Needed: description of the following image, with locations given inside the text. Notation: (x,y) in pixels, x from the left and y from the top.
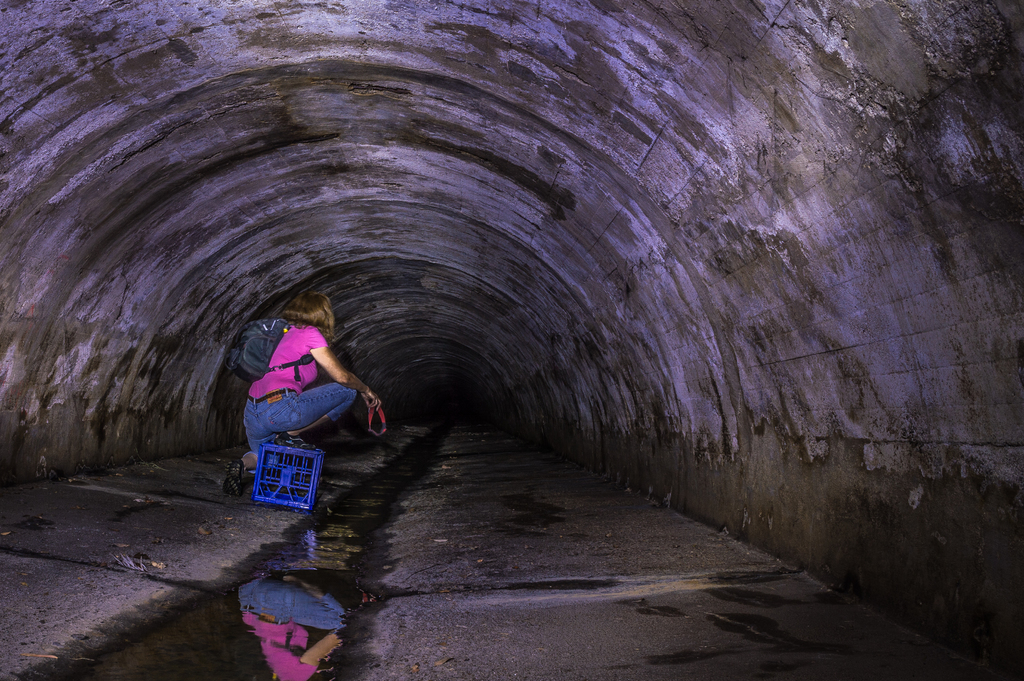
In this image there is a women (333,421) she is wearing pink T-shirt (304,370) and blue jeans (286,402) and a bag (276,336), behind her there is a box (279,495), she is sitting in a tunnel (102,327).
